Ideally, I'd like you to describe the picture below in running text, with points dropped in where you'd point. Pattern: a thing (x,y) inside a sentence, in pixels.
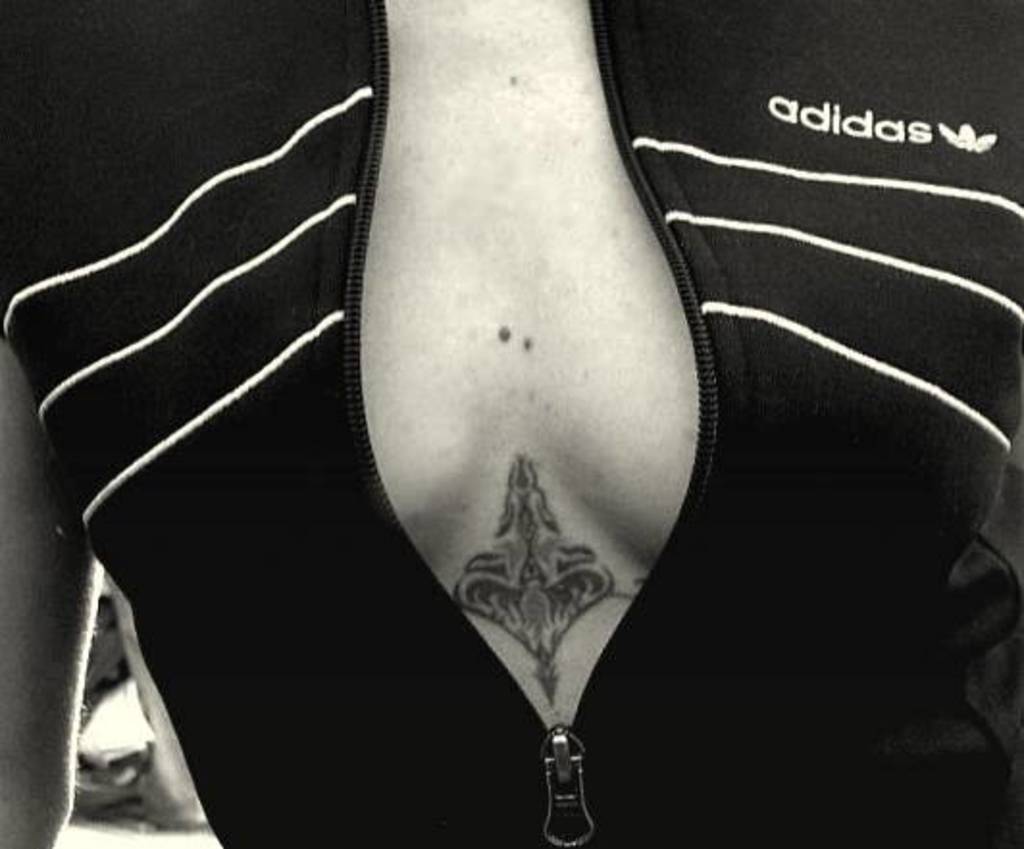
This is a black and white picture. I can see a person (357,527) with a jacket (357,527), there is a tattoo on the body (622,401) of a person (526,408).
